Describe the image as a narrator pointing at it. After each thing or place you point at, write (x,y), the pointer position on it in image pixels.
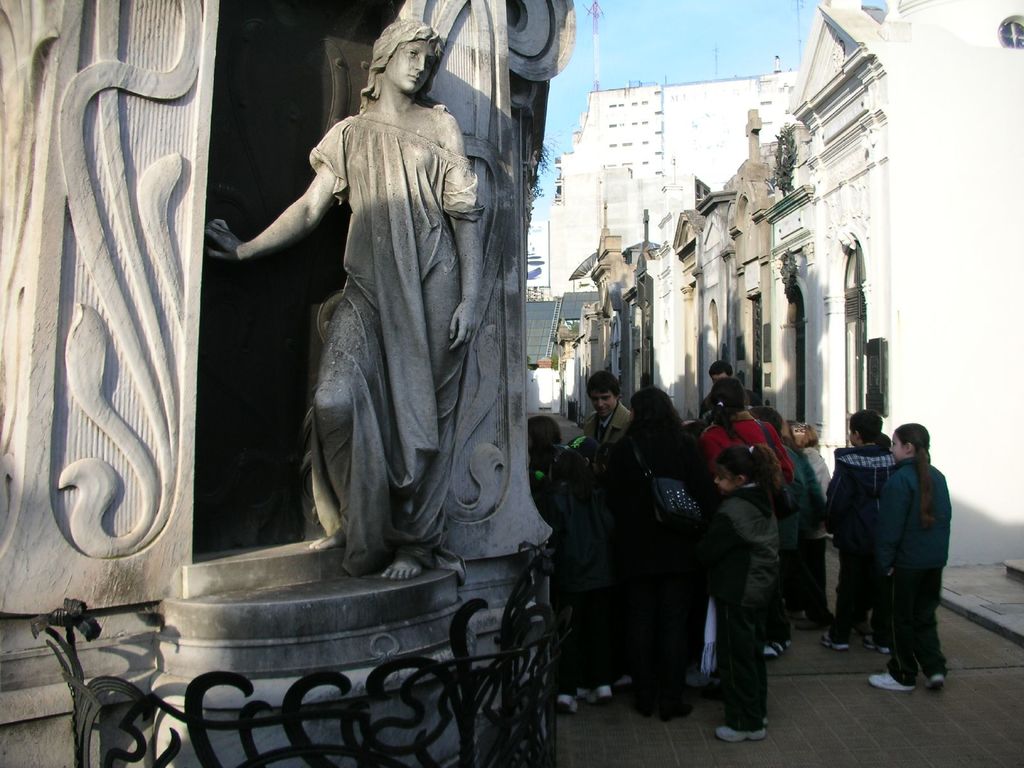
This picture shows buildings (959,375) and we see a statue (334,534) and few people (606,465) are standing and we see a blue cloudy sky (608,68).
